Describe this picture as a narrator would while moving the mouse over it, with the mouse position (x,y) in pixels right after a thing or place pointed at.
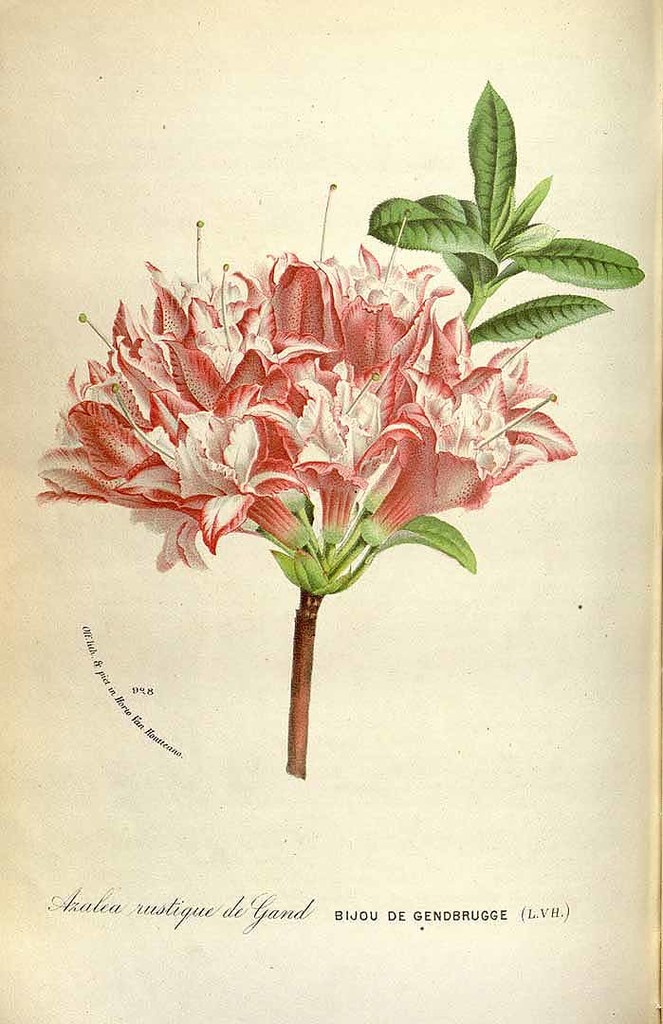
In this image I can see a flower (443,381) is on the paper (554,693). Flower (450,418) is in pink and white color and few green leaves (490,240).
